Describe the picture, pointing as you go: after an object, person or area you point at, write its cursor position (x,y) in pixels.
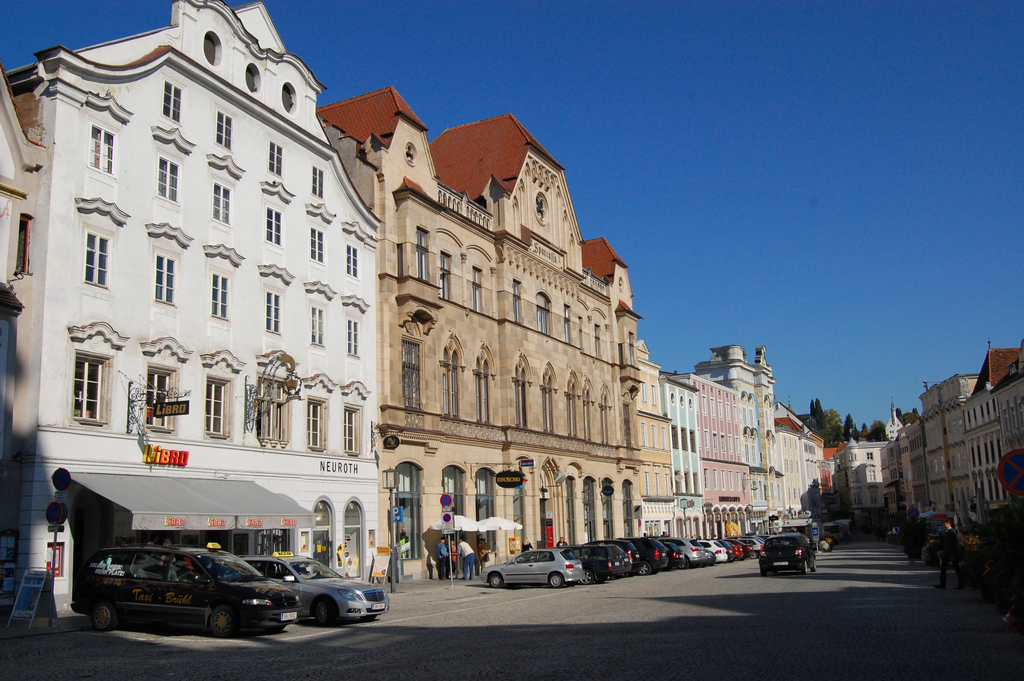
These are buildings (804,442). To these buildings (543,447) there are windows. Vehicles (788,561) are on the road (531,594). Here we can see people (465,562), signboard (452,521) and umbrellas (473,522). Background (806,410) there is a sky (883,410) and trees (819,410). Sky (861,415) is in blue color.
